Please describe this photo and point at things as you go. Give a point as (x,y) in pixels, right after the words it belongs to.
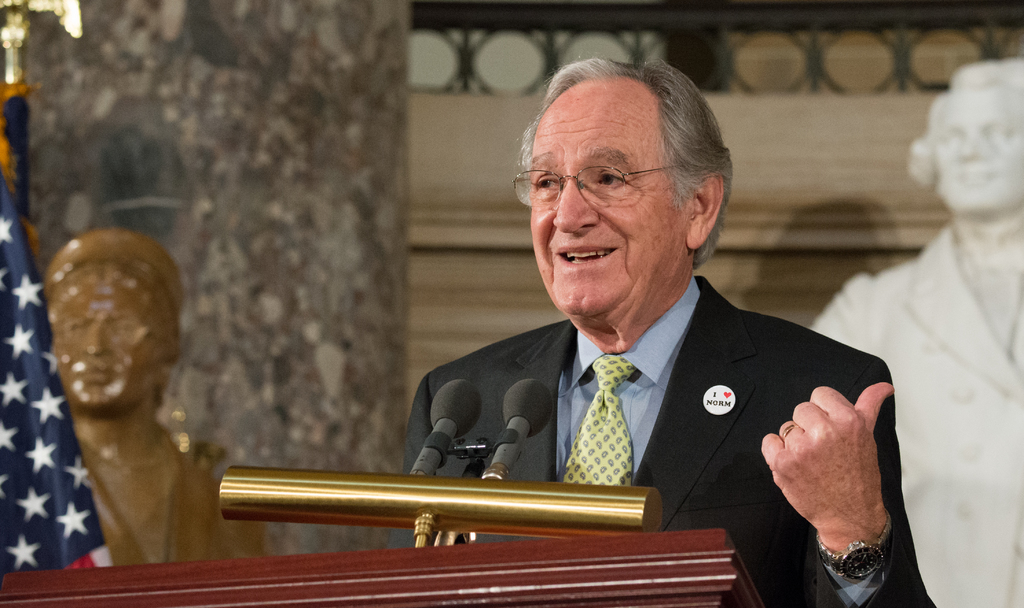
In this picture, it looks like a podium (376,564) and on the podium (386,552) there are microphone (433,451) with a stand (480,476). A man (559,381) is standing behind the podium (459,591). Behind the man (594,342) there are statues (962,169), a flag (15,394) and the wall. Behind the flag (21,292), it looks like a pillar (57,177).
